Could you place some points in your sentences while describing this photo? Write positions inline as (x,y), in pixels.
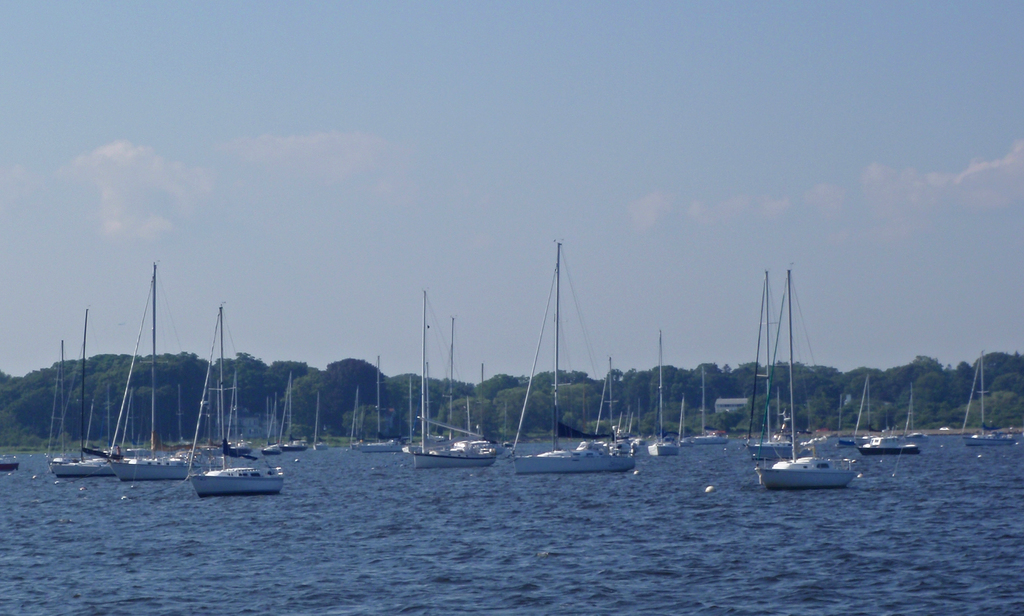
In this image we can see a few boats (843,439) on the water (560,533), some trees (339,396) in the background (897,391) and a sky (684,200).
